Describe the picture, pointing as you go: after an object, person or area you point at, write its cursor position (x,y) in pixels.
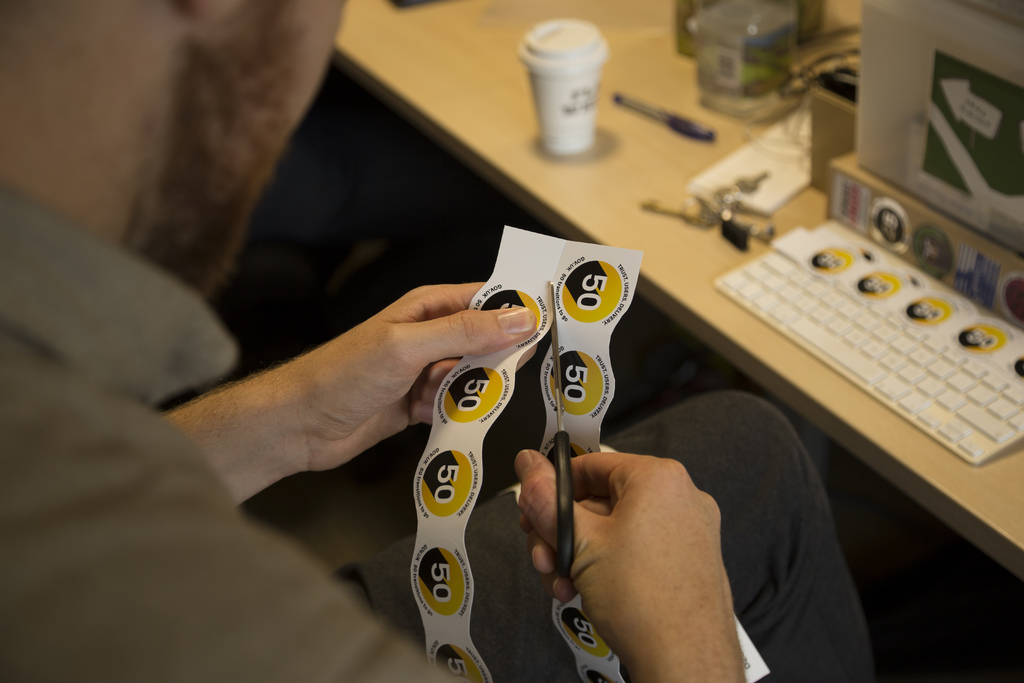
In this image we can see a person (443,308) holding the number card (592,384) and also the scissor (558,551) and cutting. We can also see a keyboard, paper glass (587,89), pen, key chain (735,183), paper (799,131) and some other objects (825,105) on the wooden counter (668,198).
